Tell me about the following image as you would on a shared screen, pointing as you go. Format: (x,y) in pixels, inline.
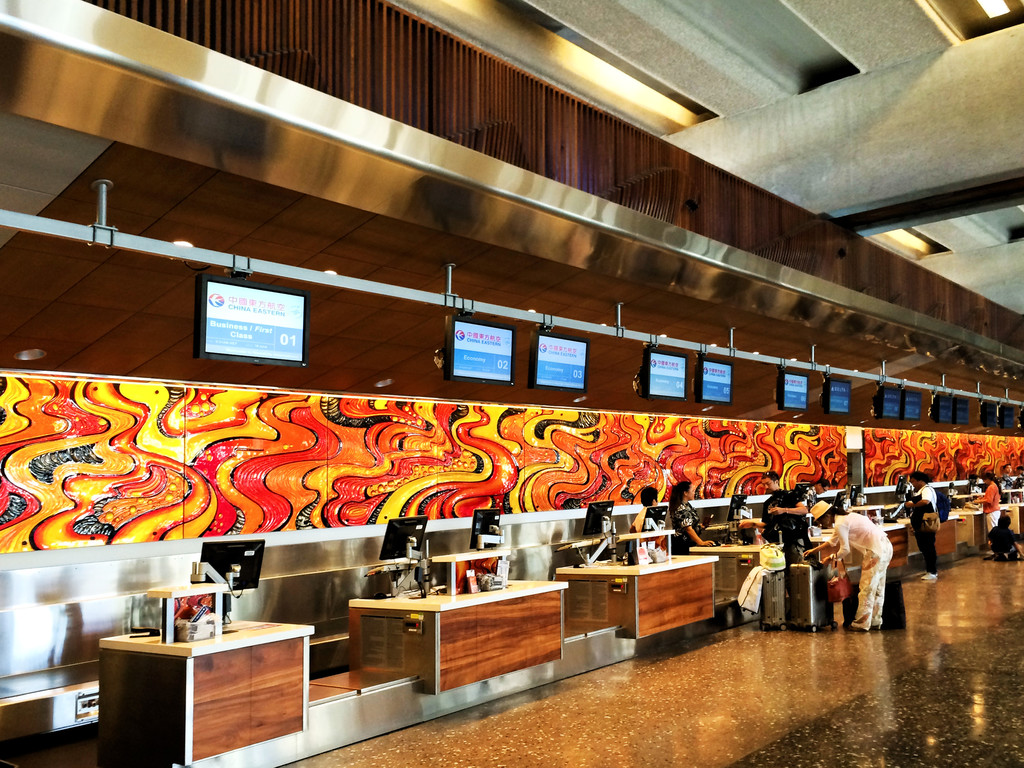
In this picture we can see few monitors (237,580) on the table (513,610) and couple of people (857,514), and also we can see some baggage (774,597) in front of them.
